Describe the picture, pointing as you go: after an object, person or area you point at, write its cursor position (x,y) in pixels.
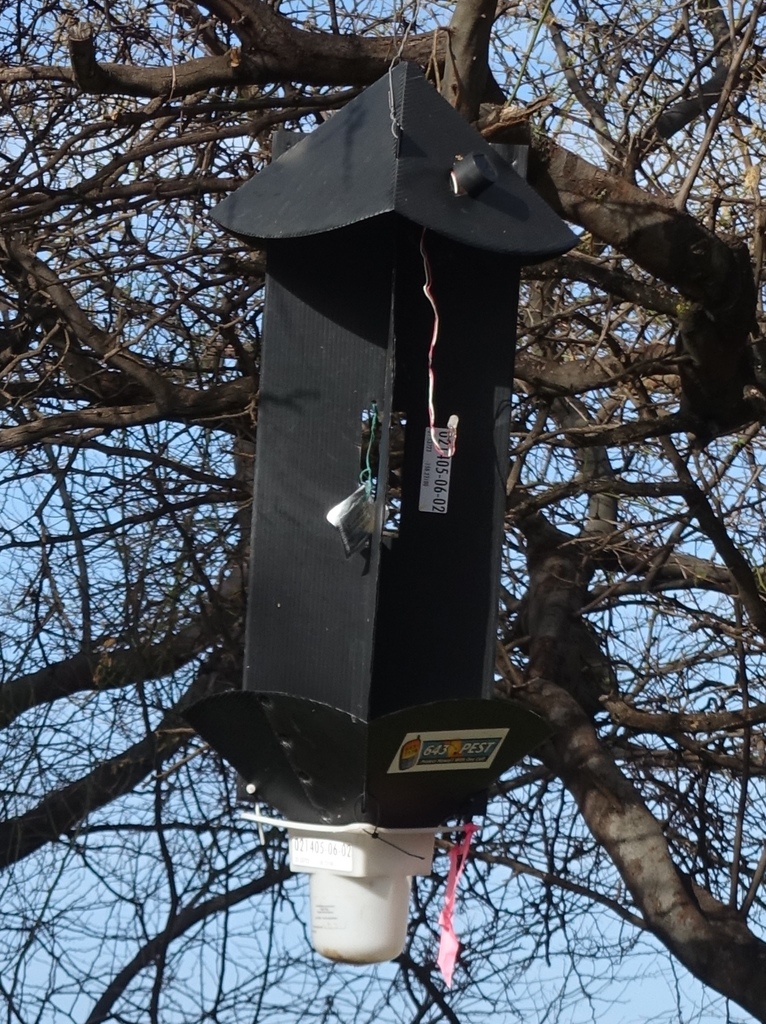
At the bottom of this image (338,938), there is a white color container (353,855) attached to a black color device (414,151), which is attached to a branch (442,38) of a tree (442,38) which is having various branches (468,22). In the background (541,985), there is the sky (507,30).
